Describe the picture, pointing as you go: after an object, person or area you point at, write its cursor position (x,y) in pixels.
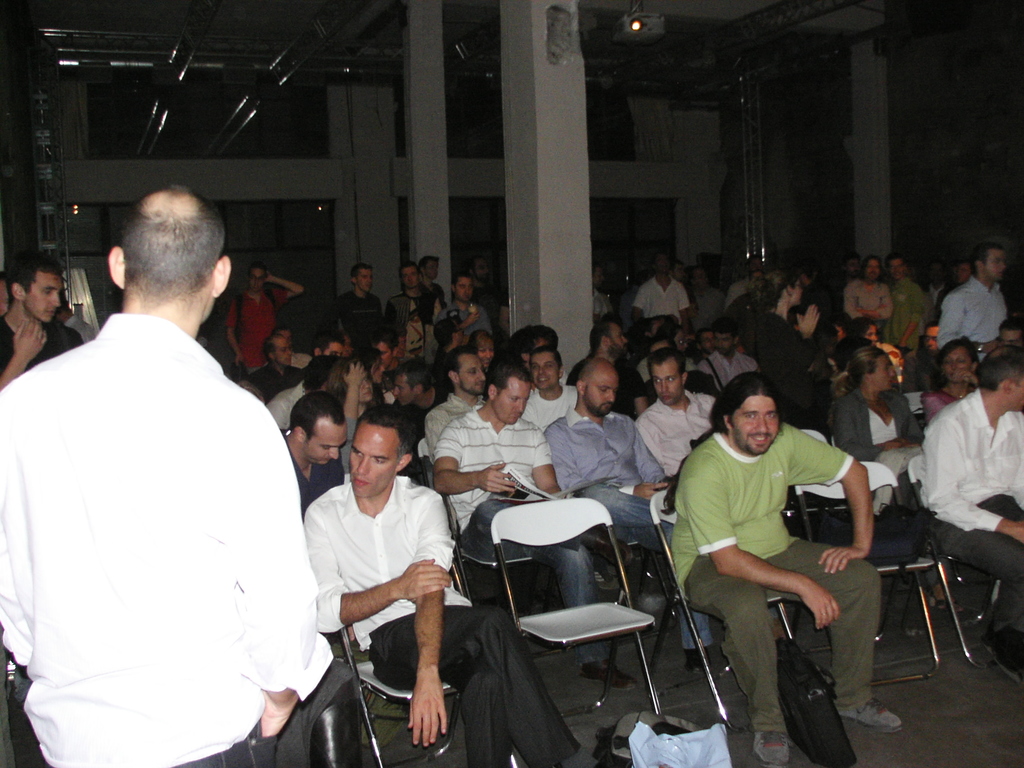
This picture consists of a group of people (469,430) standing and sitting. In the center (672,508) the man (681,535) sitting on the chair (662,539) is having smile on his face (753,440). In the background (481,399) the men (450,395) and women (349,370) are sitting. The woman (786,357) in the right side (789,344) is standing. In the background (780,340) there are walls (191,166), pillars (524,169) and persons (908,284) standing over there.
